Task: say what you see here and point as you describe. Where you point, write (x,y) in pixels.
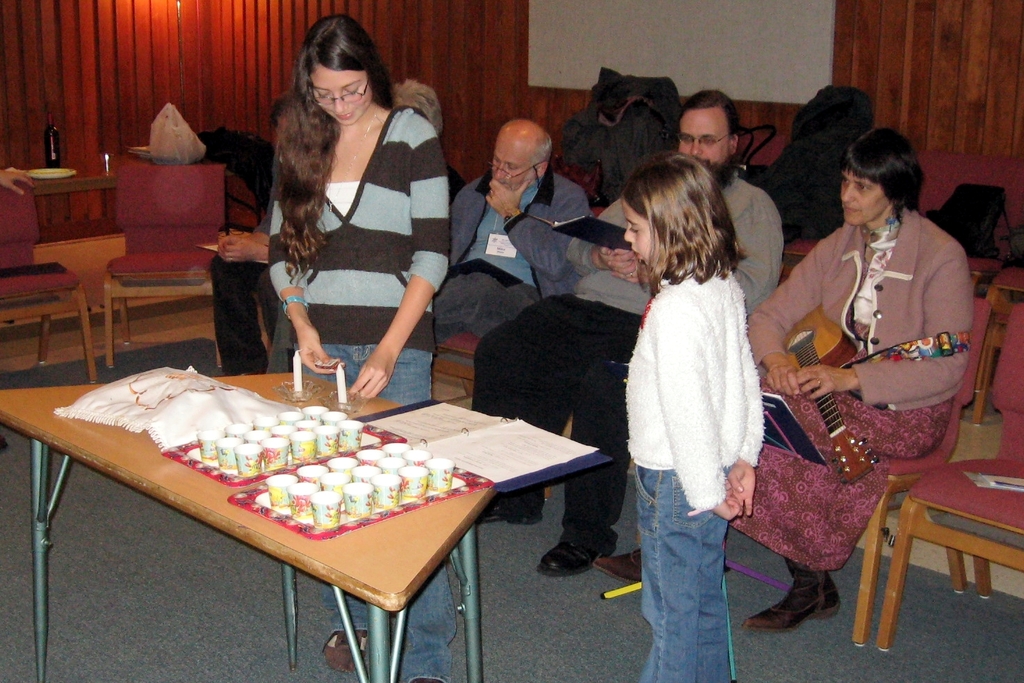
This picture describe about a group of people (459,285) in the hall (795,282), from center a girl (363,141) wearing blue and black striped t-shirt (395,209) is lighting the candles (299,367), On the table (428,514) we can see number paper cups (347,501) in the tray (361,446), beside we can see file (470,442) and white cloth (215,382). Behind we can see a woman (921,300) wearing pink jacket (933,292) and dress (848,401) holding a guitar (822,341). Beside her a man (574,268) wearing grey jacket (754,229) holding a book (611,235). and old man (503,241) wearing grey jacket (519,233) and blue shirt (491,218) is sitting and thinking. On behind them we can see wooden panel wall (914,117), extreme left side we can see red chairs (133,202) and table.
